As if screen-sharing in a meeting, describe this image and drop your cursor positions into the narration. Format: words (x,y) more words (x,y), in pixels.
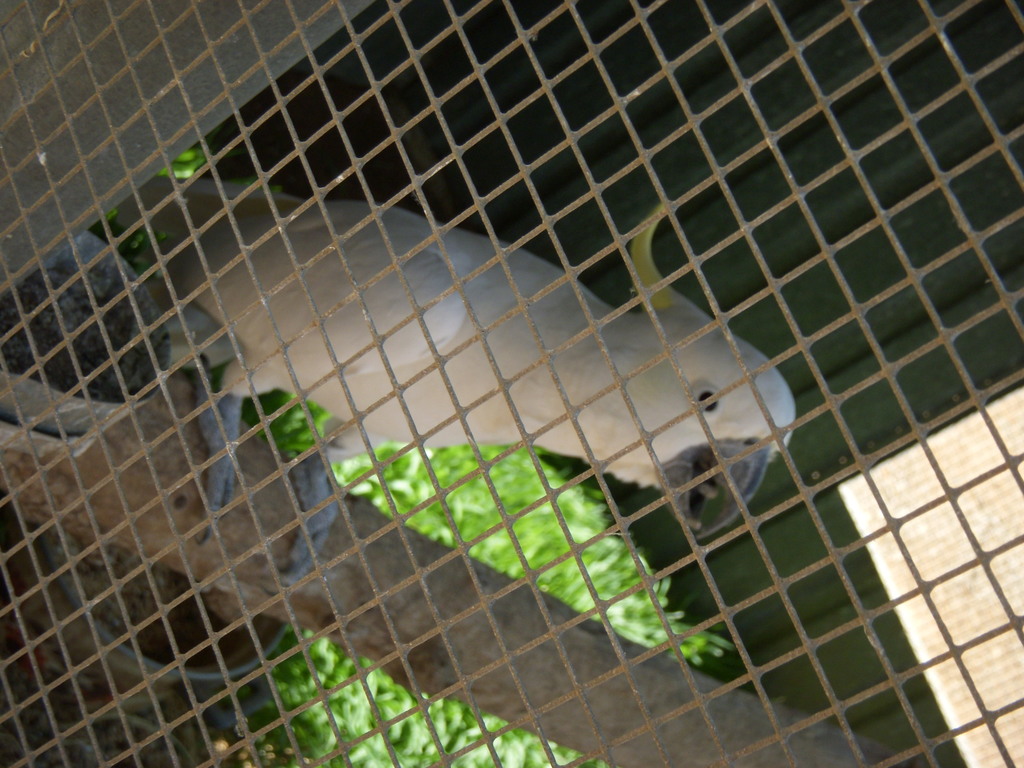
In this image I can see the metal cage (506,390) and in the cage (538,365) I can see a bird (486,364) which is white, yellow and black in color. In the background (511,568) I can see grass (557,528) which is green in color.
